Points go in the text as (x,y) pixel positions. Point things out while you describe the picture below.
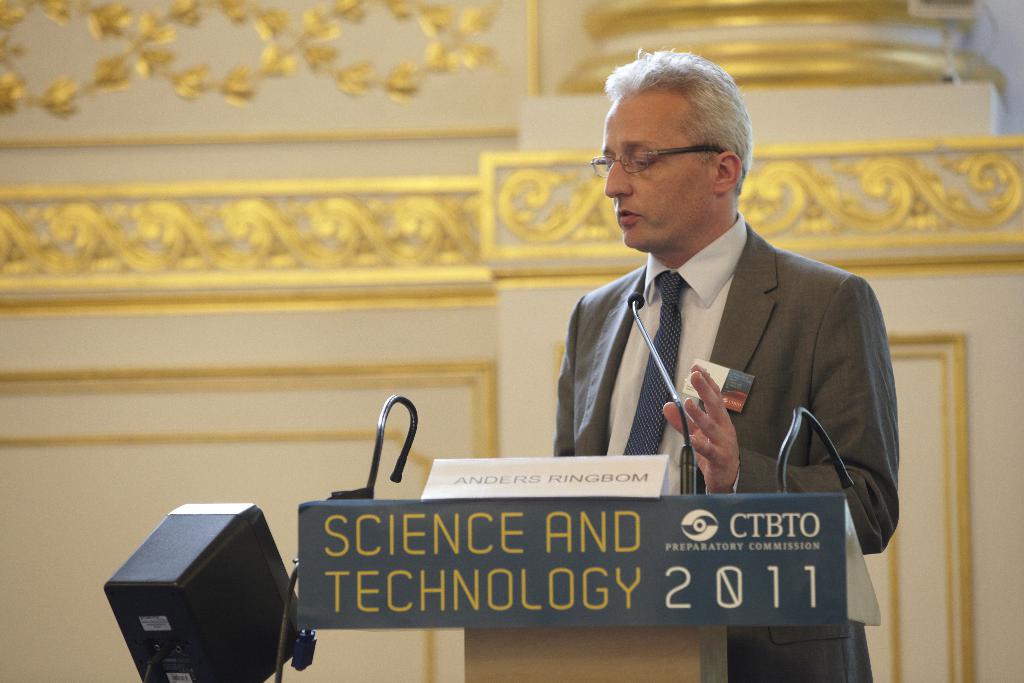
In this image there is a person (584,353) standing on the dais (522,536) is speaking in front of a mic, on the dais (600,504) there is his name plate (578,482) and some text (515,580) written, beside the person (611,389) there is an electronic device (246,574), behind the person (621,374) there is a wall (401,174).
